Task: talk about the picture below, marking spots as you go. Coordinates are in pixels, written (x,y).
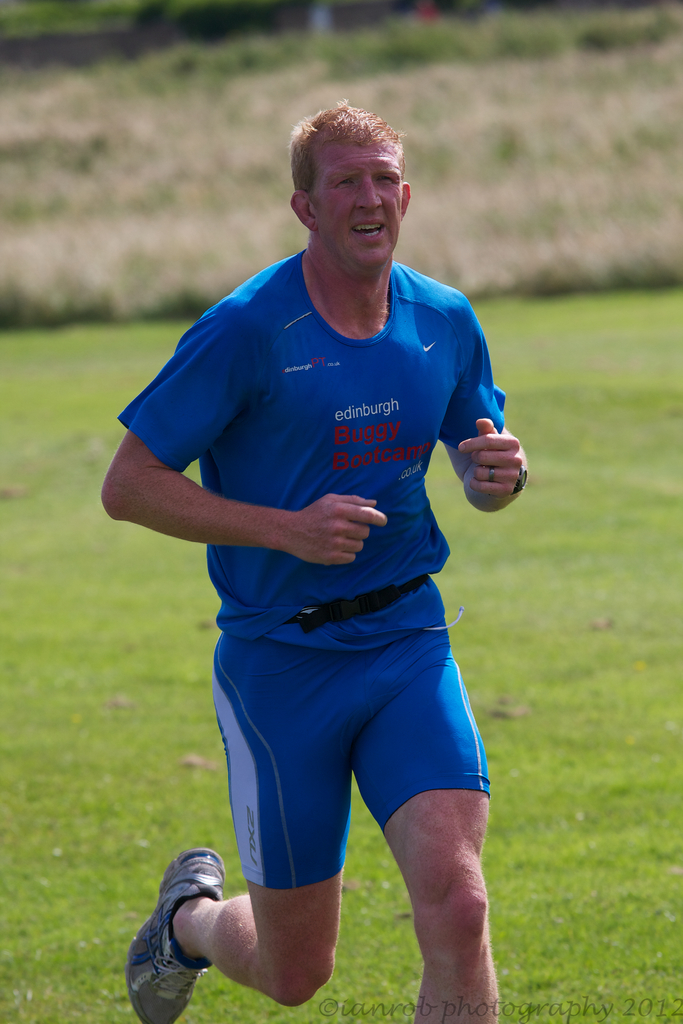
In this image we can see a man (386,756) running on the ground (394,942). We can also see some grass (517,722) and a wall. On the bottom of the image (329,1010) we can see some text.
